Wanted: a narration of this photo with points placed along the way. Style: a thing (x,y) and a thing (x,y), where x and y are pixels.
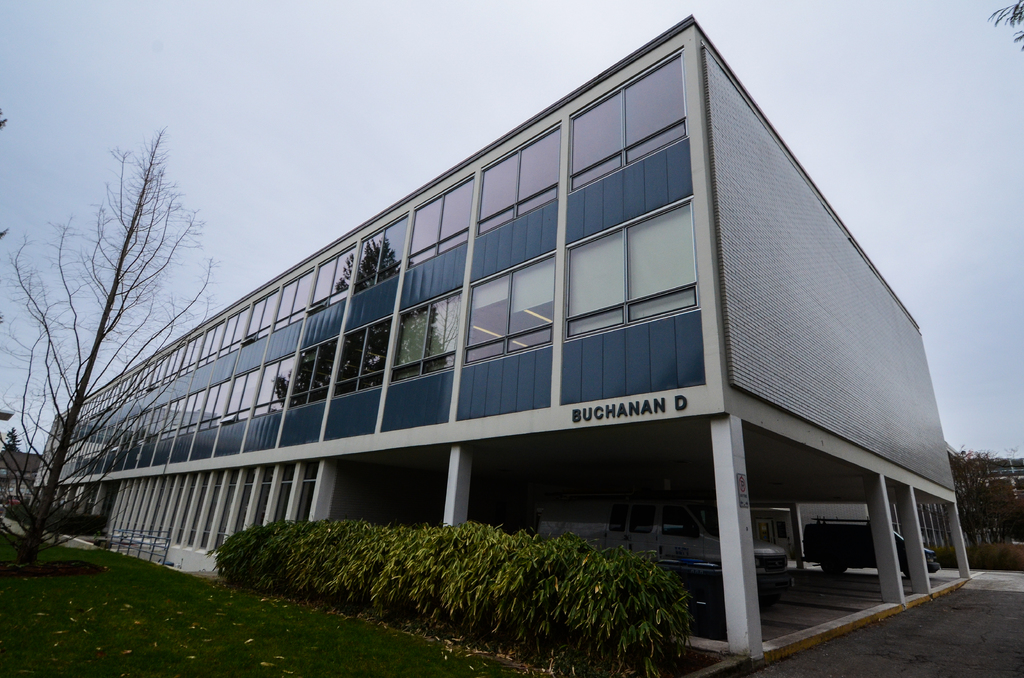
In this image, there are buildings (884,479), trees (989,515) and plants (385,586). I can see the vehicles (769,550) parked under a building (806,479). At the bottom of the image (449,674), there is the grass (449,654) and a pathway (1022,615). In the background (931,199), there is the sky (314,169).
